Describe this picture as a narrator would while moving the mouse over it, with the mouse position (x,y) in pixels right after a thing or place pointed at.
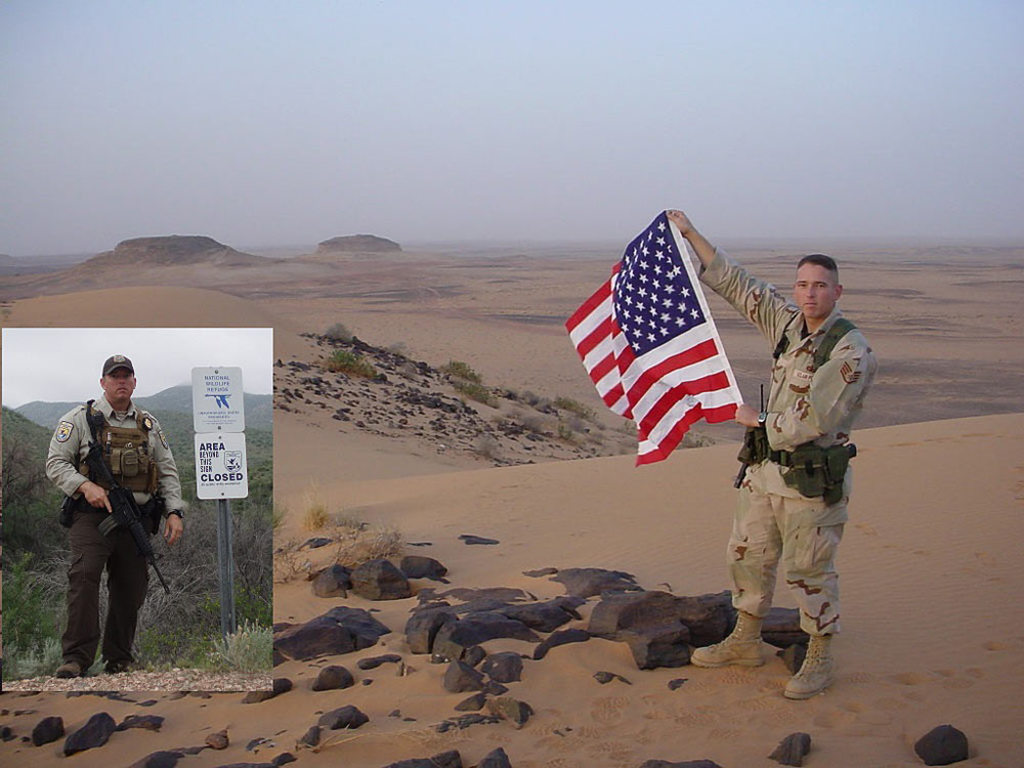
This image is taken outdoors. At the top of the image (171,87) there is the sky (714,99). At the bottom of the image (578,704) there is a ground (499,534) with a few stones (365,618) on it. In the background (146,268) there are two hills (193,265). On the right side of the image (699,246) a man (730,538) is standing on the ground (709,538) and he is holding a flag (682,298) in his hands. In the middle of the image (371,370) there are a few plants (356,366) and there's grass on the ground (395,391). On the left side of the image (206,455) there is a banner (140,519) with an image of a man (122,577) and a signboard (222,460) with a text (207,443) on it. There are a few trees (207,571) and plants (40,456) in the banner (39,631).
